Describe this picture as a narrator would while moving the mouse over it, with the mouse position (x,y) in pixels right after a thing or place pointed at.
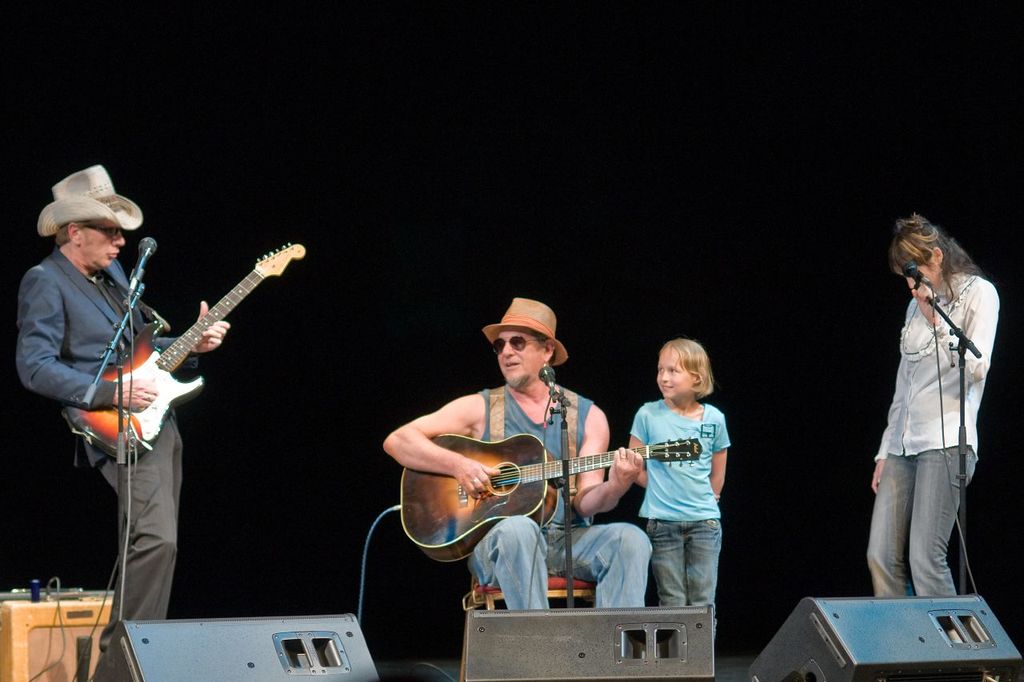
This image is clicked in a musical concert. There are four people (535,385) one is standing on the left side (153,526). The other one is standing on the right side (874,542). In the middle (517,410) there is a man (541,438) sitting on chair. They are playing guitars (540,478). There is a kid (699,501) in the middle (655,433). The one who is on the right side (967,414) is holding a mic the one who is on the left side (152,420) is playing guitar (232,308) and mic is in front of him.
